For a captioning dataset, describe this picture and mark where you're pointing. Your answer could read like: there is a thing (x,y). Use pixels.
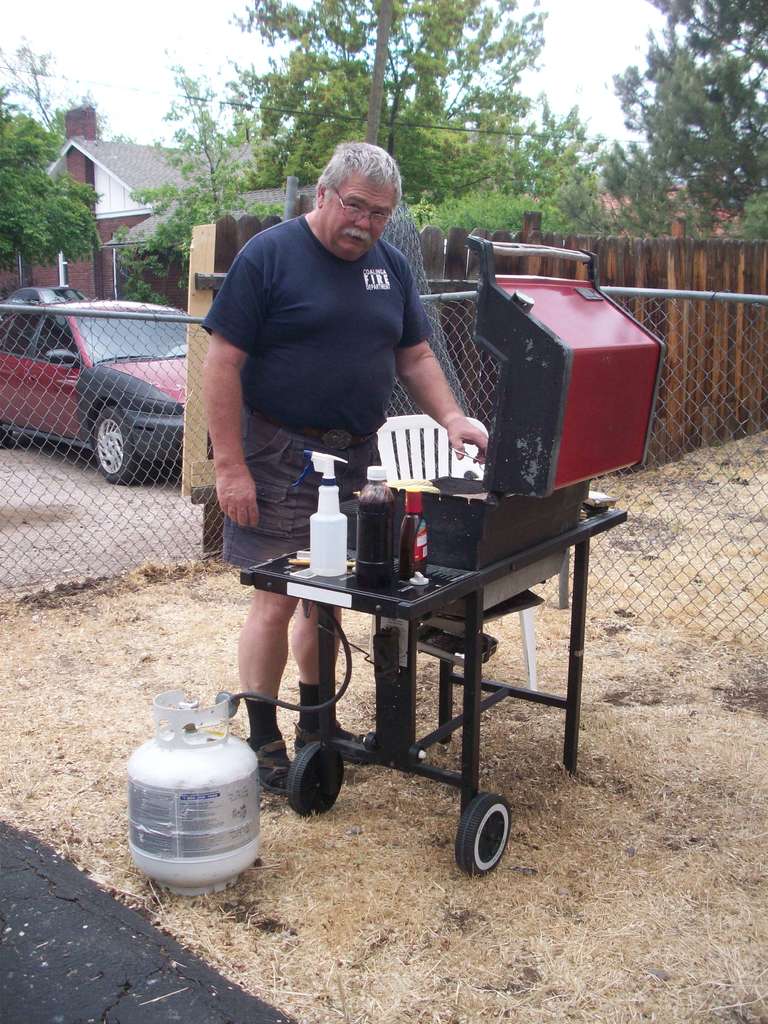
In the center of the image (272,431) there is a person (269,655) standing at the table (467,635). On the table (377,598) there are bottles (360,548) and spray (326,537). In the background (753,287) there is fencing (717,294), building (97,256), trees (76,222), car (64,343) and sky (100,77).
